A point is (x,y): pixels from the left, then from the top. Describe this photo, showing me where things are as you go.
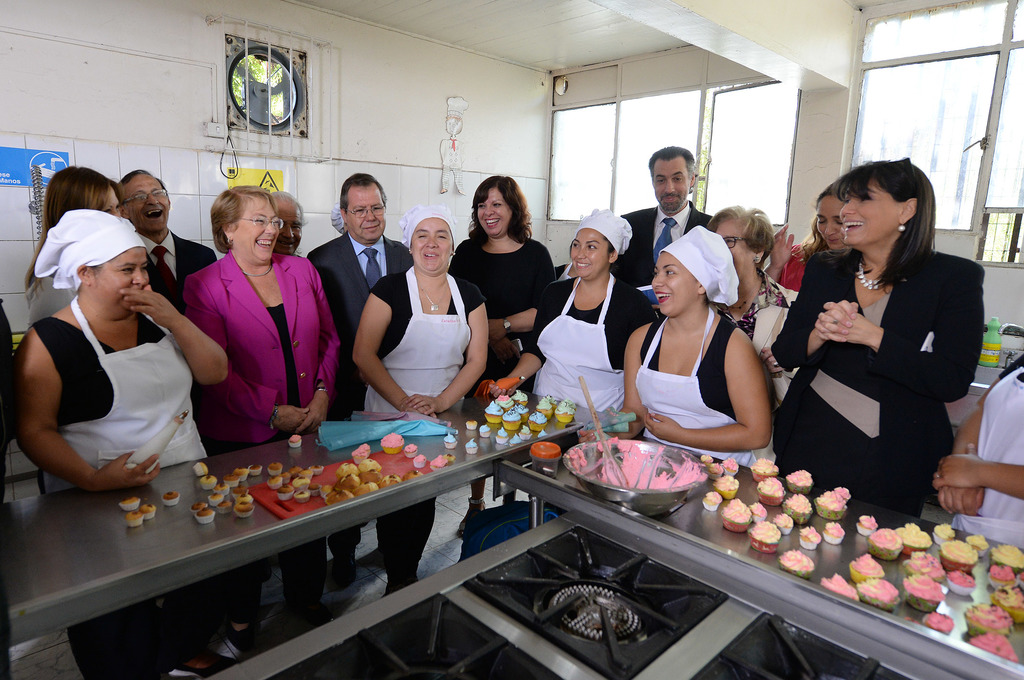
In the center of the image (670,339) there are people (588,239) standing. In front of them there are cupcakes (518,391) on the table (512,457). At the bottom of the image (593,629) there is a stove (466,604). In the background of the image (387,188) there is wall (403,103). There are windows (642,123). At the top of the image (433,12) there is ceiling (494,14).
